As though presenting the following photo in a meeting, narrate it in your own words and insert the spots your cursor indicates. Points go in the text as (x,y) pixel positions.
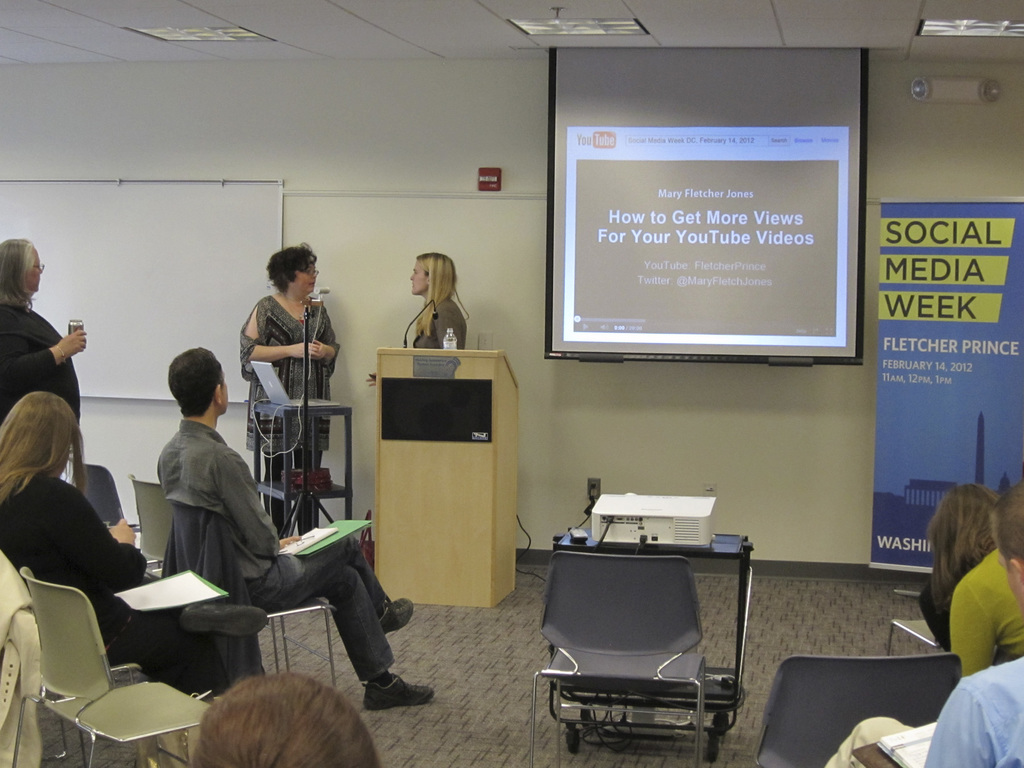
There is a group of people (38,512) sitting on the chairs (53,607) as we can see in the bottom left corner of this image (101,583) and in the bottom right corner of this image (972,607) as well. There are three women (264,422) standing on the left side of this image (283,320). There is a mic table (466,436) in the middle of this image (404,502) and there is a wall (418,207) in the background (446,246). We can see a projector screen (695,184) and a poster (949,304) is on the right side of this image (967,347). There is a projector (695,523) at the bottom of this image (677,519).
